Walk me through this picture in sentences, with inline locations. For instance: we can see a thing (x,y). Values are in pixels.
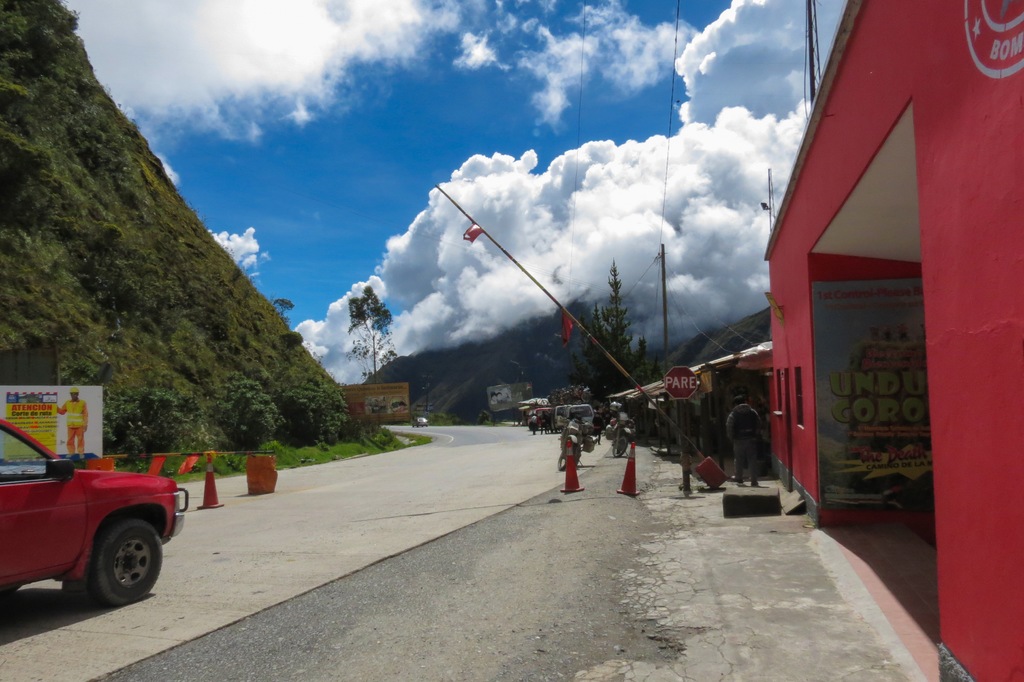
In this picture i can see vehicles (8,492) on the road (387,497). On the right side (925,300) i can see buildings (794,396), trees (646,365) and poles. On the left side (95,165) i can see traffic cones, hill (284,371) and sky (352,181).
